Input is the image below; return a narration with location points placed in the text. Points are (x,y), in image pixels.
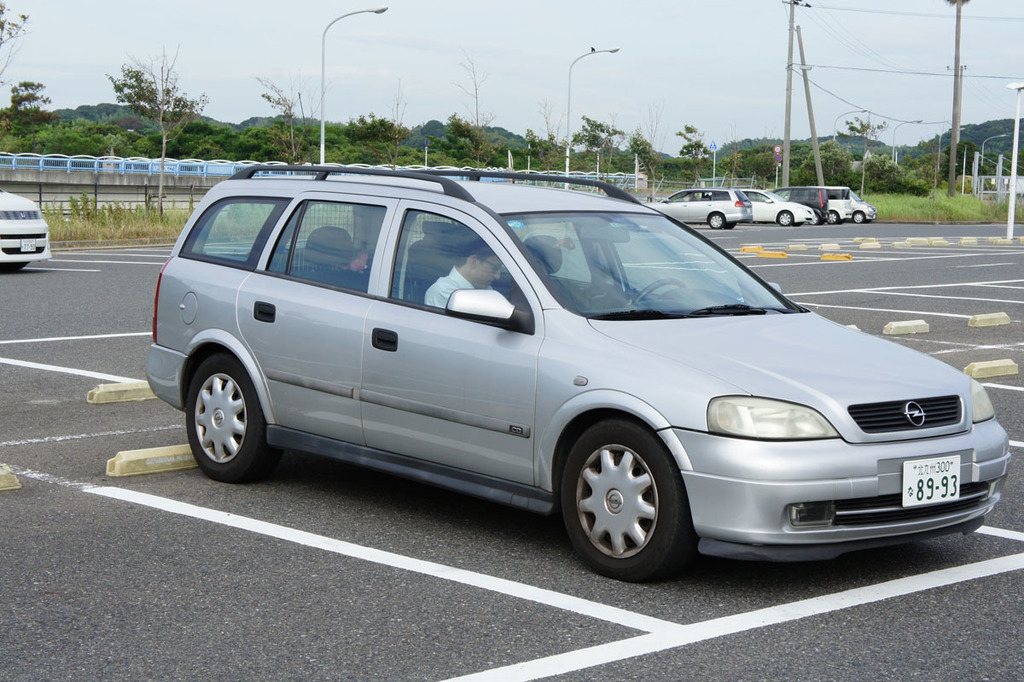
In this image I can see few vehicles (432,322) and one person (484,283) is sitting. Back I can see trees (693,171), fencing (169,165), light poles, current poles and wires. The sky (389,68) is in blue color.
